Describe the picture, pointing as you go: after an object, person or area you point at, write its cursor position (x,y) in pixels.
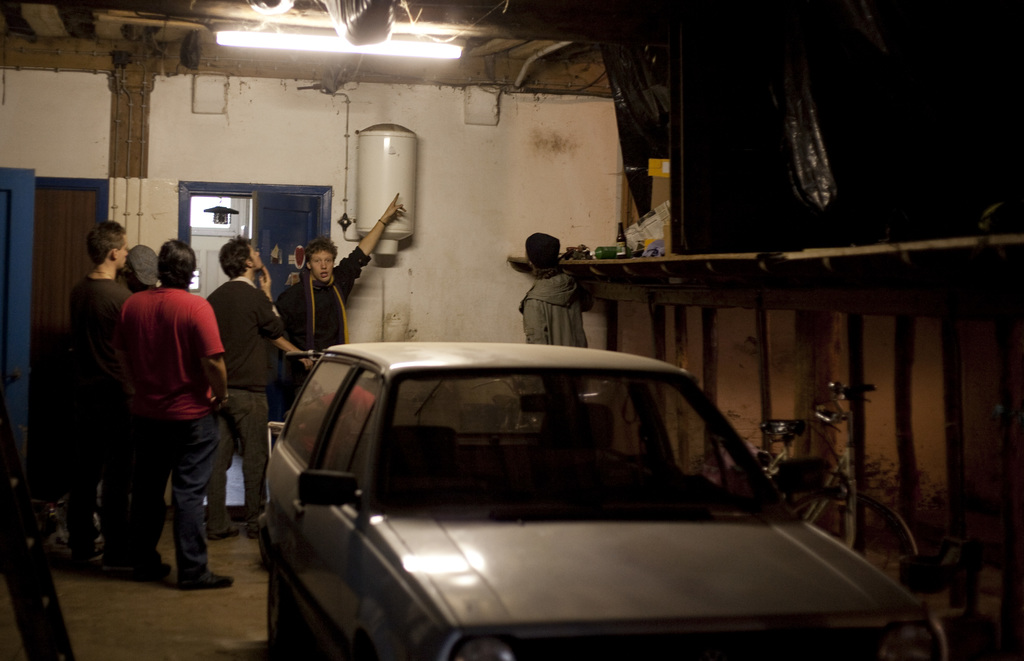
In this image, on the left side (306,293), we can see a group of people (255,263) standing. In the middle of the image (393,387), we can see a car (516,446). On the right side (880,346), we can see a bicycle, wall (937,356) and a person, table (622,274), on that table (631,263), we can see some bottles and some instrument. On the right side (893,103), we can see black color. In the background (337,319), we can also see a group of people (225,267), door (284,255) and an electronic instrument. At the top (420,57), we can see a roof (427,19) with tubelight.
